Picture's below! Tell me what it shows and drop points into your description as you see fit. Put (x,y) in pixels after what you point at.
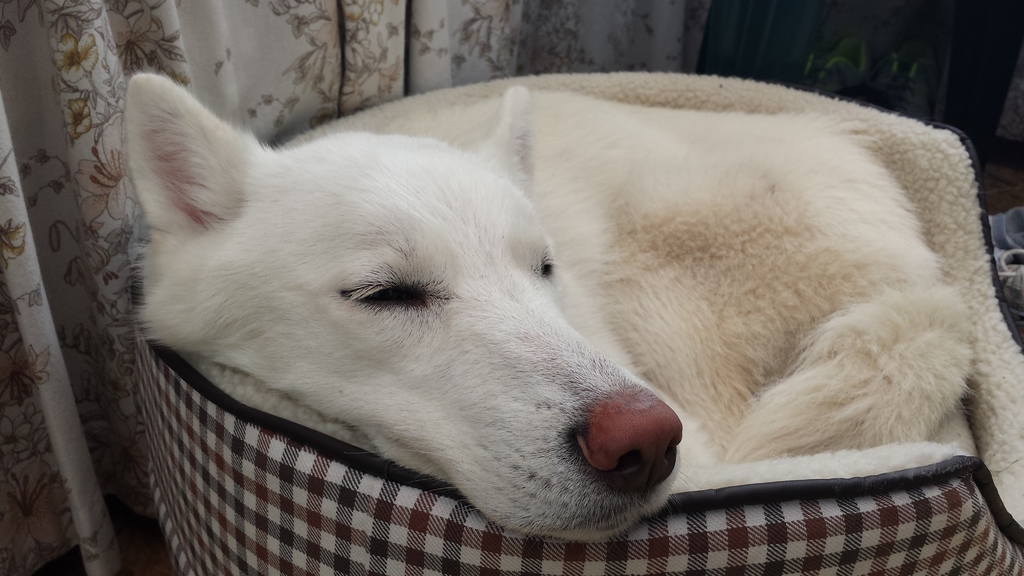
In this image I can see the white color dog (697,307) and the multi color cloth (746,526). Back I can see the cream color curtain (362,47).
